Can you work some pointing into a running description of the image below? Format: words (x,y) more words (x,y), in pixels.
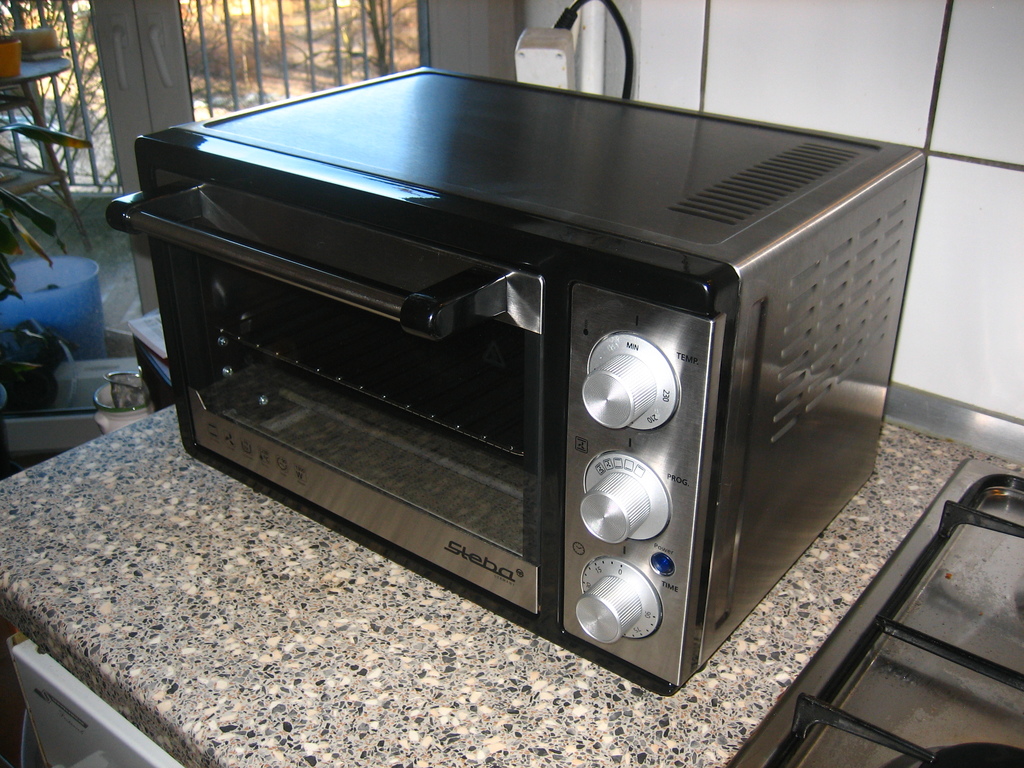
Here we can see a micro oven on a platform (184,646) and under it there is an object (79,695). On the right (972,630) at the bottom corner (972,636) there is an object (924,660). In the background (328,71) we can see window door (144,73), house plant (48,336), boxes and some other items (76,339). Through the window glass door (222,54) we can see poles (312,53) and trees (201,66).
